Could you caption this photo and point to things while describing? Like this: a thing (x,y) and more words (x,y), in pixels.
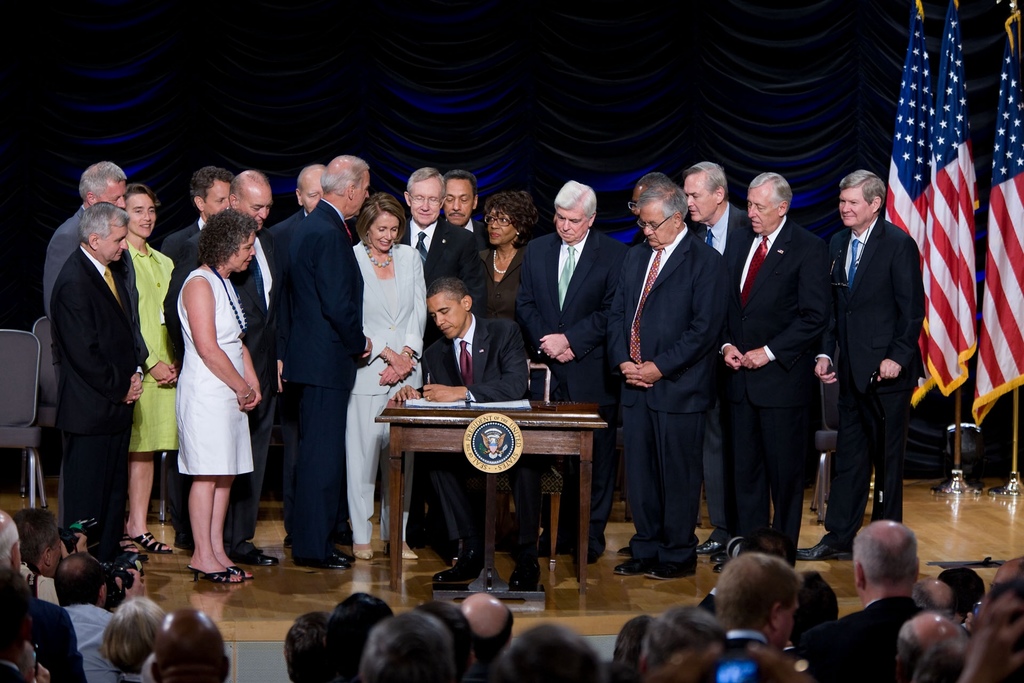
In the foreground (258,292) I can see a crowd (709,598) and a group of people (794,485) are standing on the stage (621,512) in front of a table (380,418) and one person (490,384) is sitting on a chair (547,396) and is holding a pen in hand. In the background (817,182) I can see curtains (805,185), flags (912,73) and chairs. This image is taken may be on the stage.
